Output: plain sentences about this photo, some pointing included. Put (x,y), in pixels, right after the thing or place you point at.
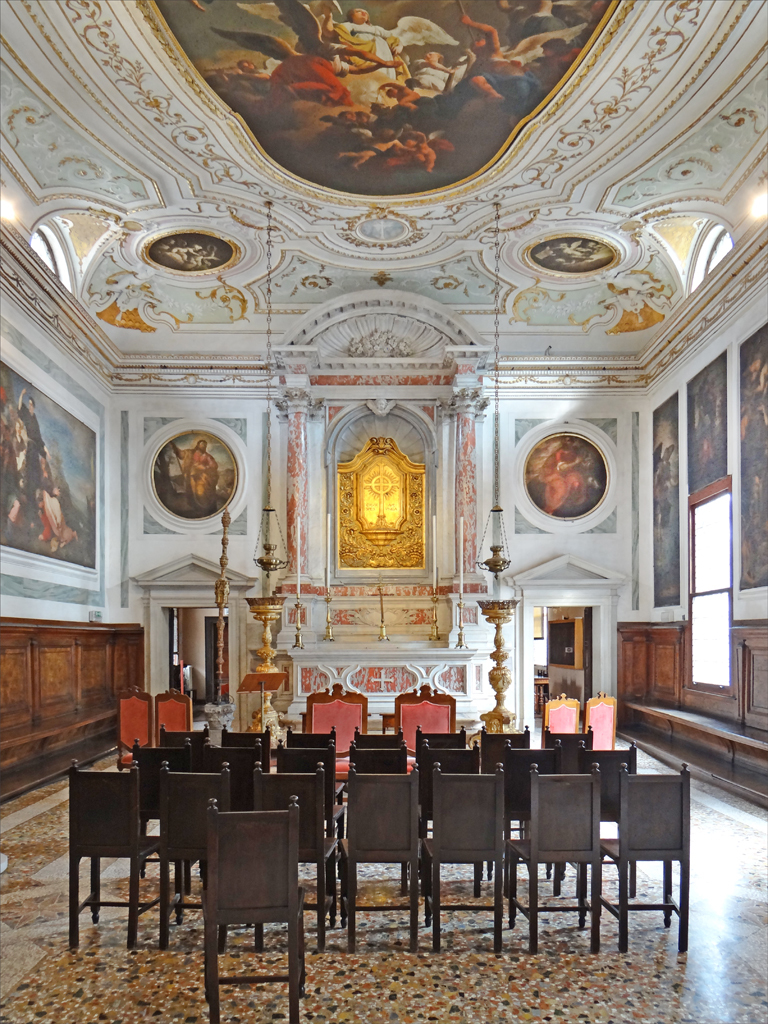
In this image I can see number of chairs (680,900) and on these walls (137,534) and on this ceiling (345,199) I can see number of paintings (452,95).
